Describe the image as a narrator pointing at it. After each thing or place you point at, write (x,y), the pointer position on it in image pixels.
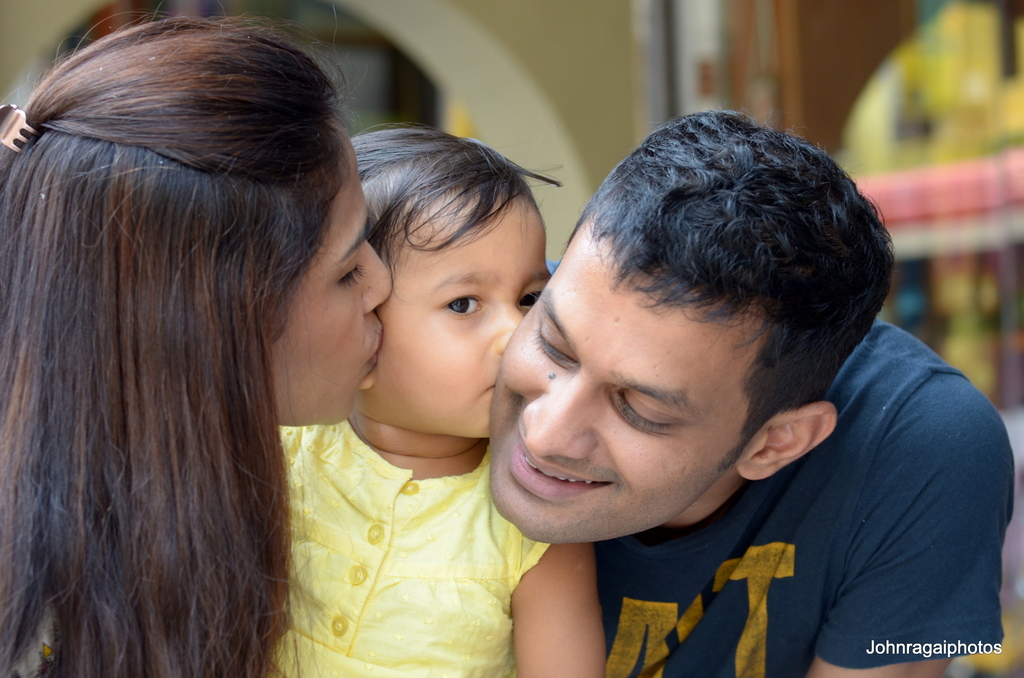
In this image I see woman (248,42) who is kissing this child (402,326) and I see that this child (478,385) is kissing this man (632,450) and I see that this man (562,466) is smiling and I see the watermark (921,645) over here and it blurred in the background (582,61).
